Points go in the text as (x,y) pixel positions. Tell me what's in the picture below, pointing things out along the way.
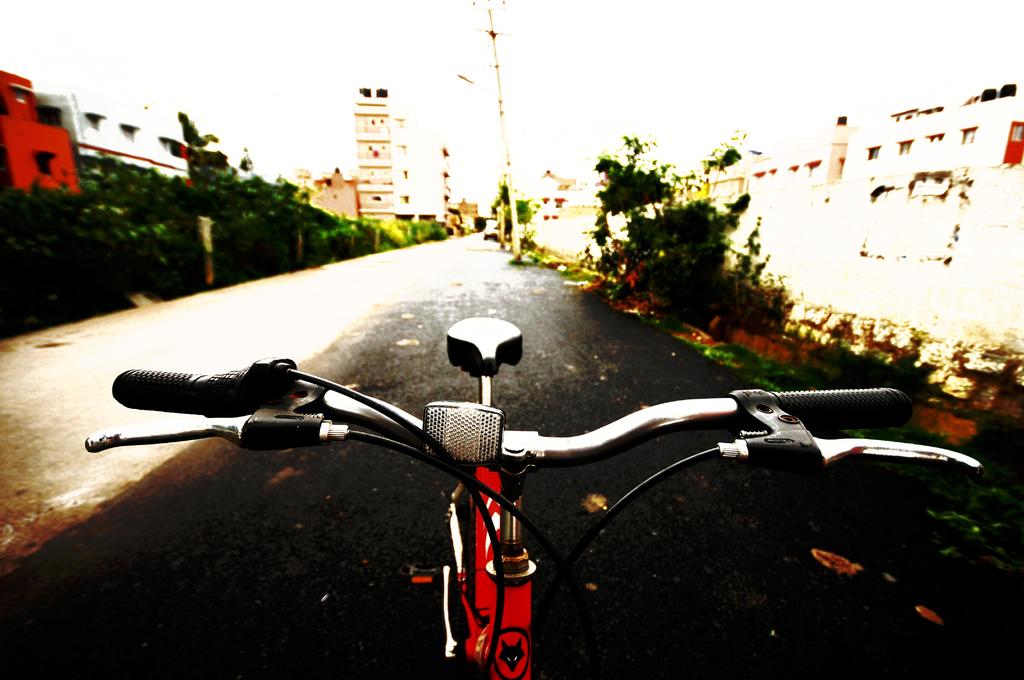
In this picture I can see there is a bicycle (264,428), it has handle (500,456) with brakes (813,456), frame (509,609) and pedals (419,575). There is a logo (513,660) on the bicycle (522,649). There are few plants (672,268), buildings (554,192) at the right side (721,271). There is an electric pole (490,19) and there are trees (255,207) at left side (255,224) and there are a few more buildings (415,171) and the sky (233,70) is clear. The backdrop of the image (664,76) is blurred.
